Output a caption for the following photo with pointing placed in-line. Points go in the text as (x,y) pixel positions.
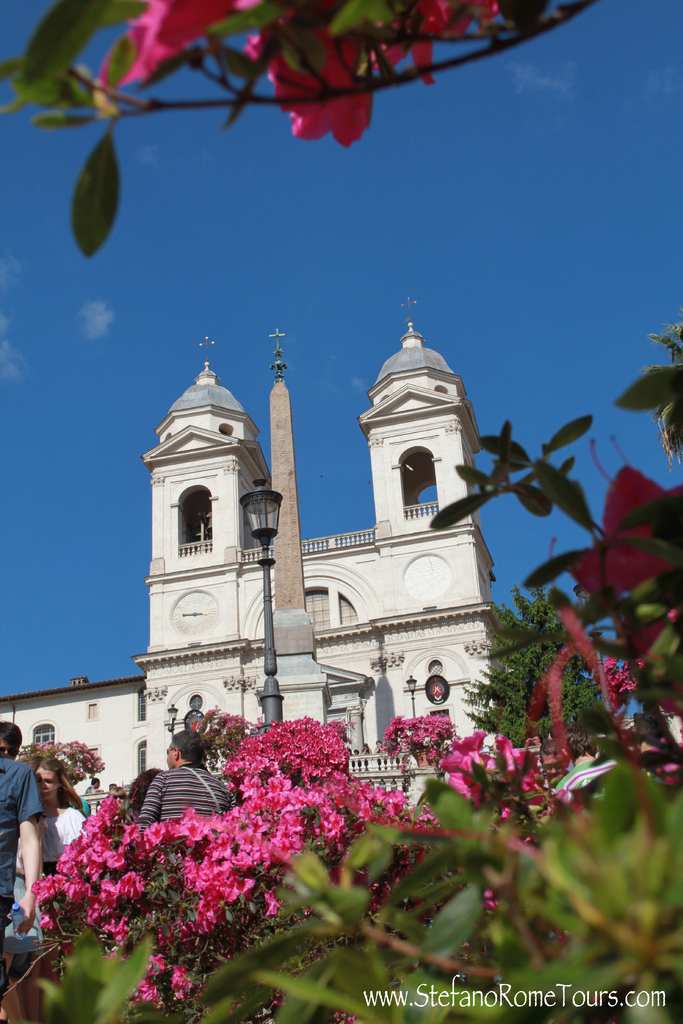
In this image there are plants (332,763) with flowers (256,805), group of people (216,802) standing, poles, lights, building (254,622), tree (531,688), sky (261,417) and a watermark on the image.
